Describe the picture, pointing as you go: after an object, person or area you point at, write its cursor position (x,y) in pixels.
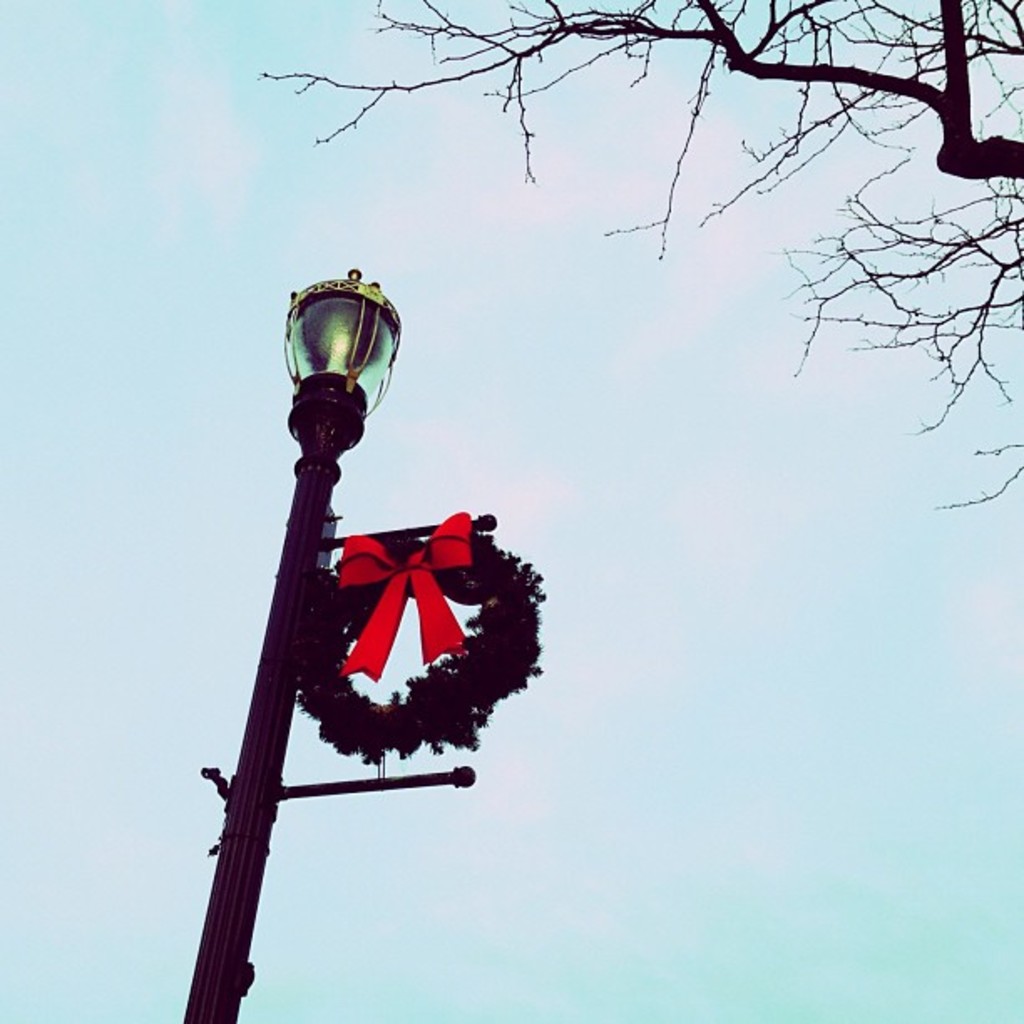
On the left side of this image (316,526) I can see a pole (326,482). At the top of it I can see a light (326,351). On the top of the image (889,38) I can see a tree (736,65) and the sky (134,241).
